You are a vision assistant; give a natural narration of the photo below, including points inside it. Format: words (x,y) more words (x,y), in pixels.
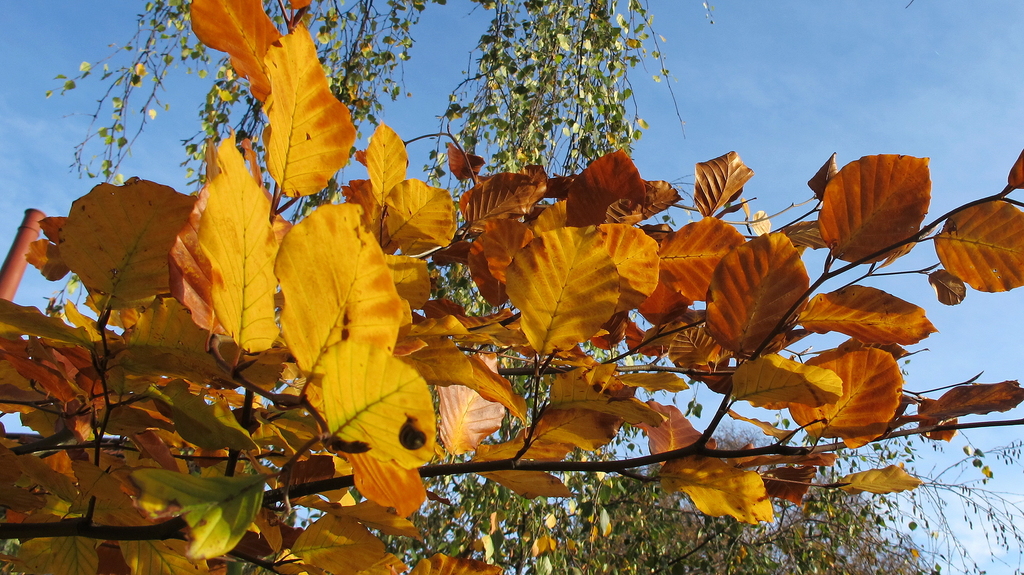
This picture is clicked outside. In the foreground (862,367) we can see the leaves (504,277) and stems (618,460) of the trees (455,142). In the background (703,46) there is a sky (854,116).
